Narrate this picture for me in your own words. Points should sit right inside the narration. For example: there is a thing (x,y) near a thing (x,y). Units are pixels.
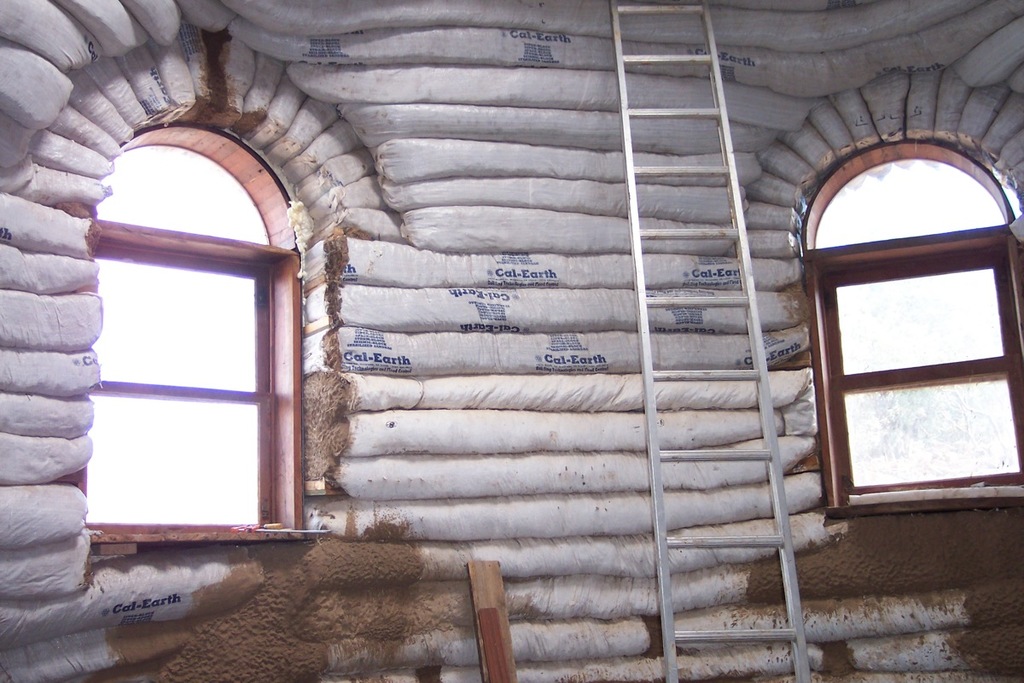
In this image we can see inside view of a building (392,403), there is a wall (631,324) with windows (862,255), a ladder (645,321) and a wooden stick (495,604).
